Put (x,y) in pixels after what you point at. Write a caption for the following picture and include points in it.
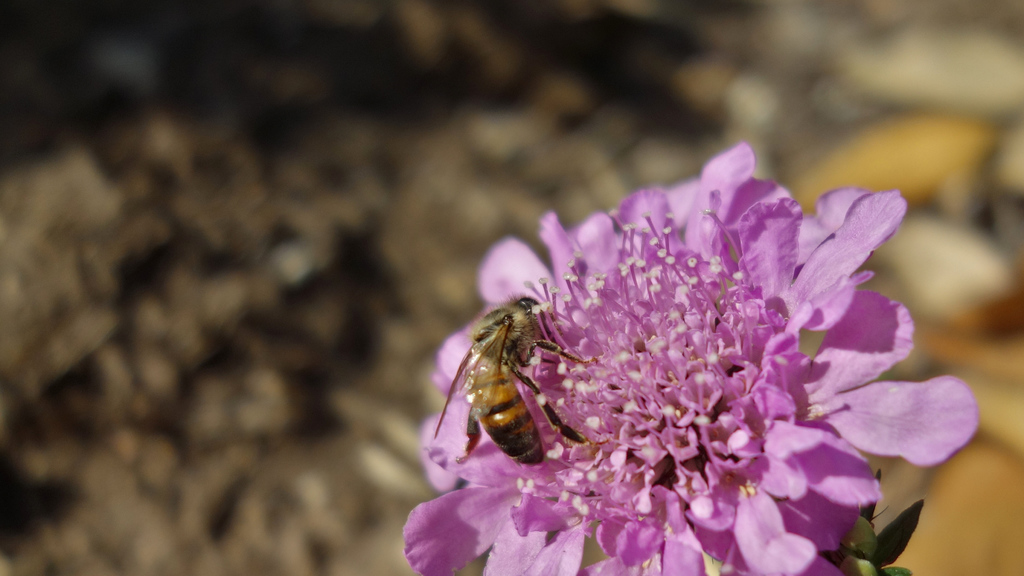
In this picture I can see a pink flower (689,204) in front (645,301) and on it I can see a honey bee (528,327). I see that it is blurred in the background (504,172).
